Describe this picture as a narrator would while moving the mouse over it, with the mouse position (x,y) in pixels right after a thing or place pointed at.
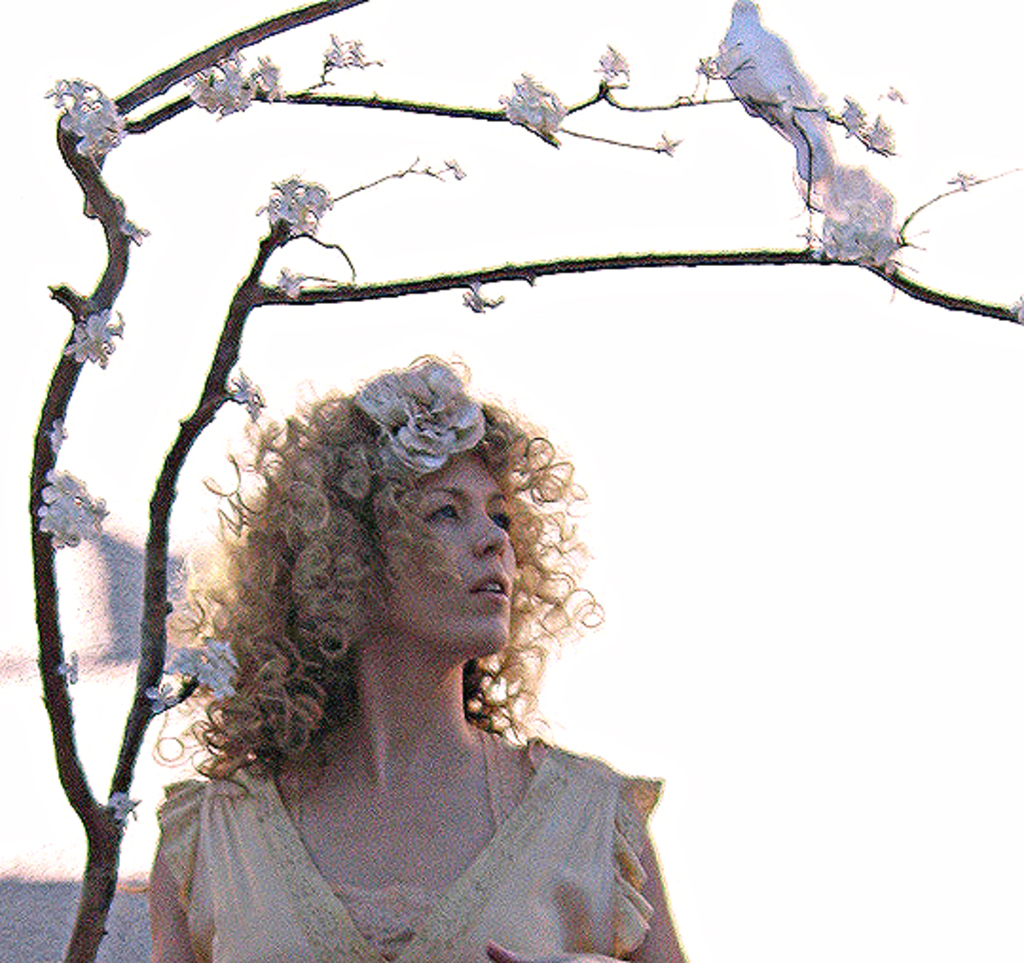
In this image there is a woman (307,650), behind the woman (300,582) there is a bird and flowers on a branch (93,207).
